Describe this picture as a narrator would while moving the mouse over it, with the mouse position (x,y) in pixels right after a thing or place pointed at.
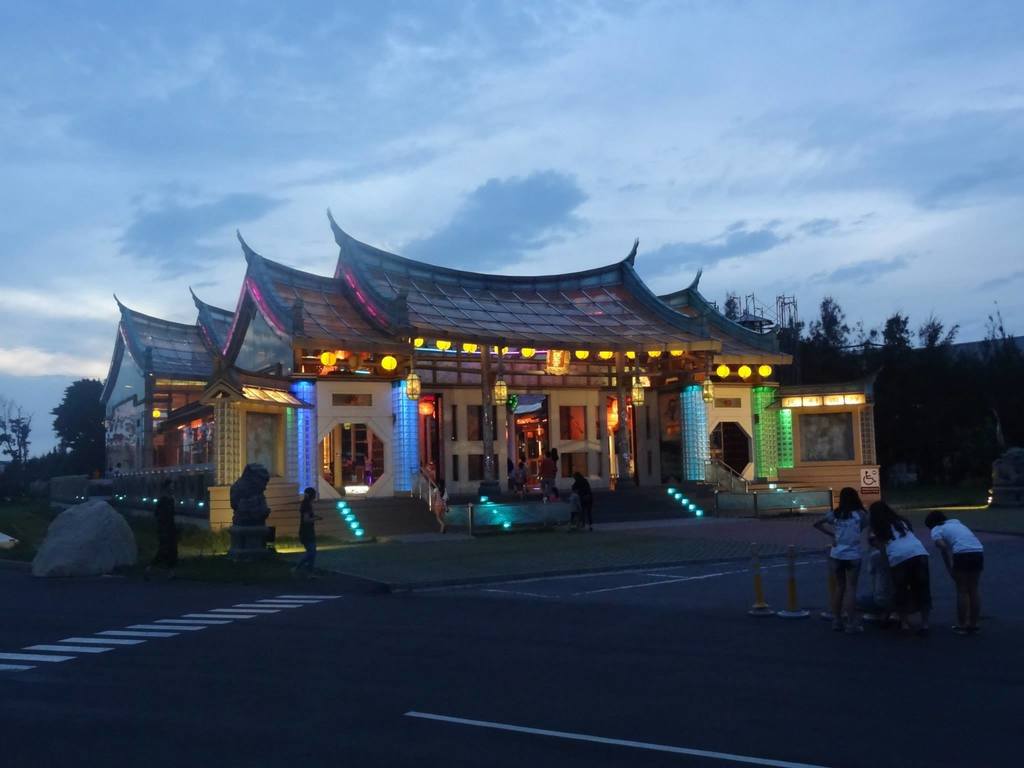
In this picture we can see some people (959,566) are standing and some people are walking on the path (526,537) and in front of the people (852,598) there are pole barriers (789,571). On the left side of the people (842,574) there is a rock (88,552) and house (400,375) with lights (257,398). Behind the house (775,350) there are trees (901,321) and a sky (474,185).
